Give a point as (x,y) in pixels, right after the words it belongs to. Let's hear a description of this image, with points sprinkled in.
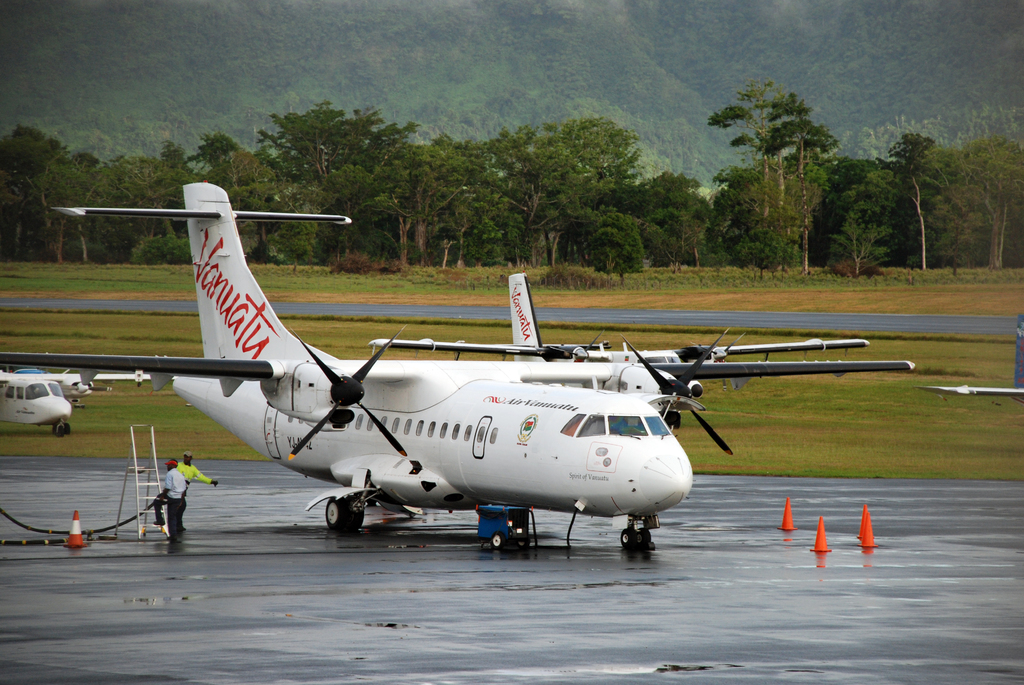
As we can see in the image there are planes (86,379), two people (180,495) standing on earth's surface (186,522), ladder (149,477), traffic cones (867,522), grass (851,426), trees (700,197) and hill (367,22).
